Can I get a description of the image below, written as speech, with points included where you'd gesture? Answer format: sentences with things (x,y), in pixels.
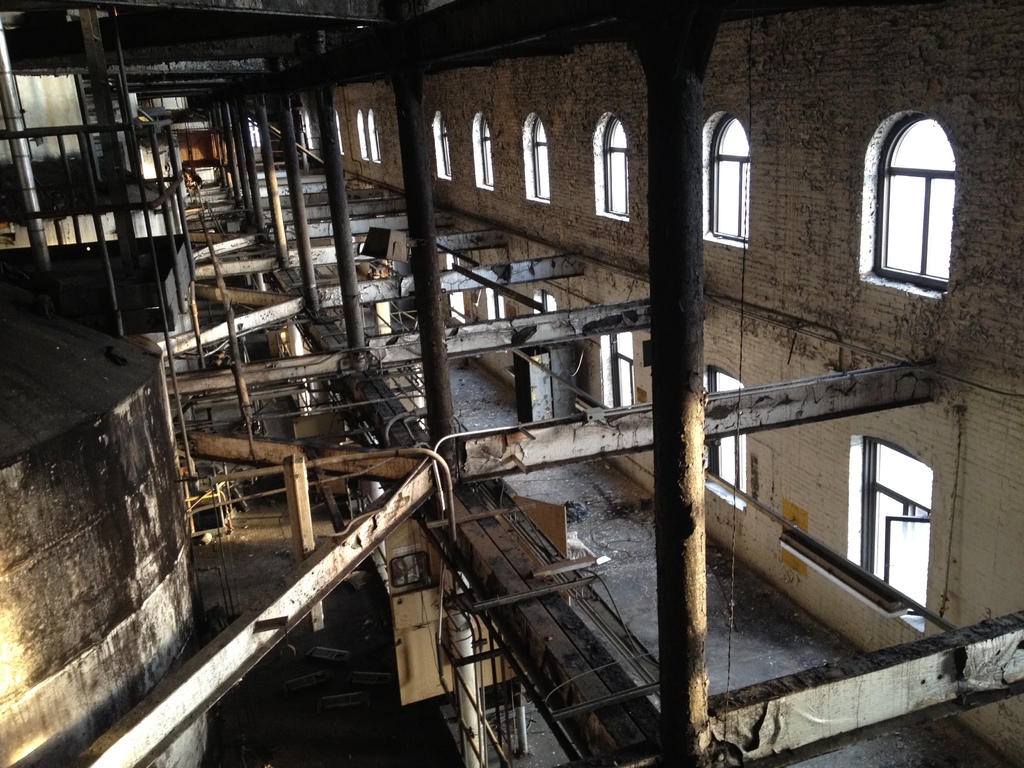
This is an inside view. Here I can see many pillars (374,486) and metal objects (207,445) on the floor (310,663). On the left side (74,617) there is a wall (73,574) and on the right side (917,283) I can see many windows (919,184) to the wall (806,100).
